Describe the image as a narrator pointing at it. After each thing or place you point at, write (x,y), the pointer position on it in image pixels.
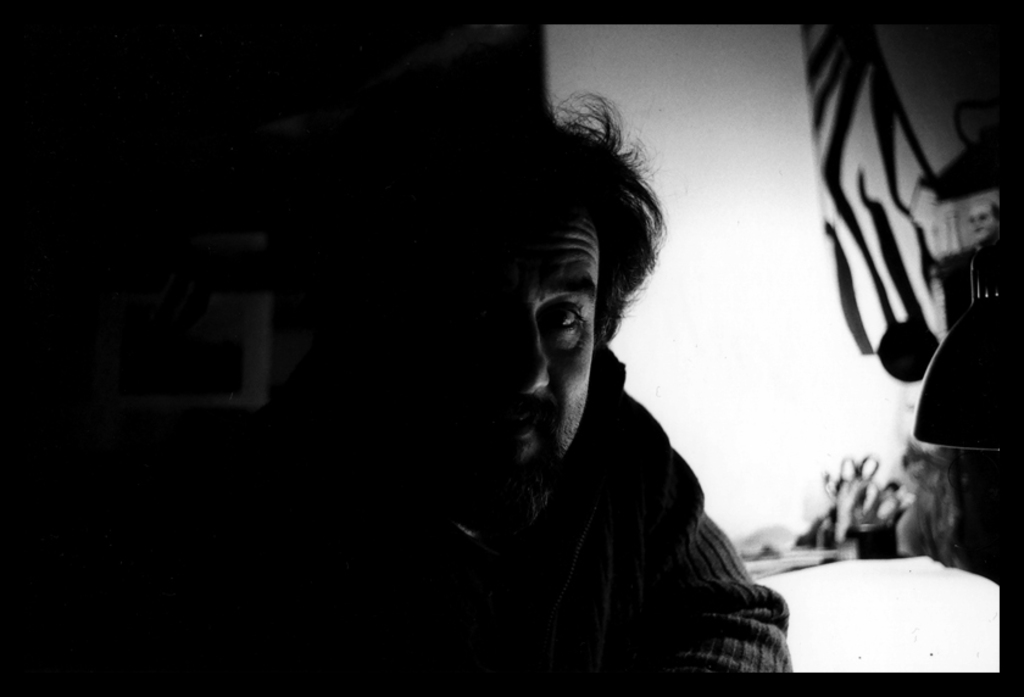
This picture is dark, there is a person (431,561). In the background (891,612) it is blur.
